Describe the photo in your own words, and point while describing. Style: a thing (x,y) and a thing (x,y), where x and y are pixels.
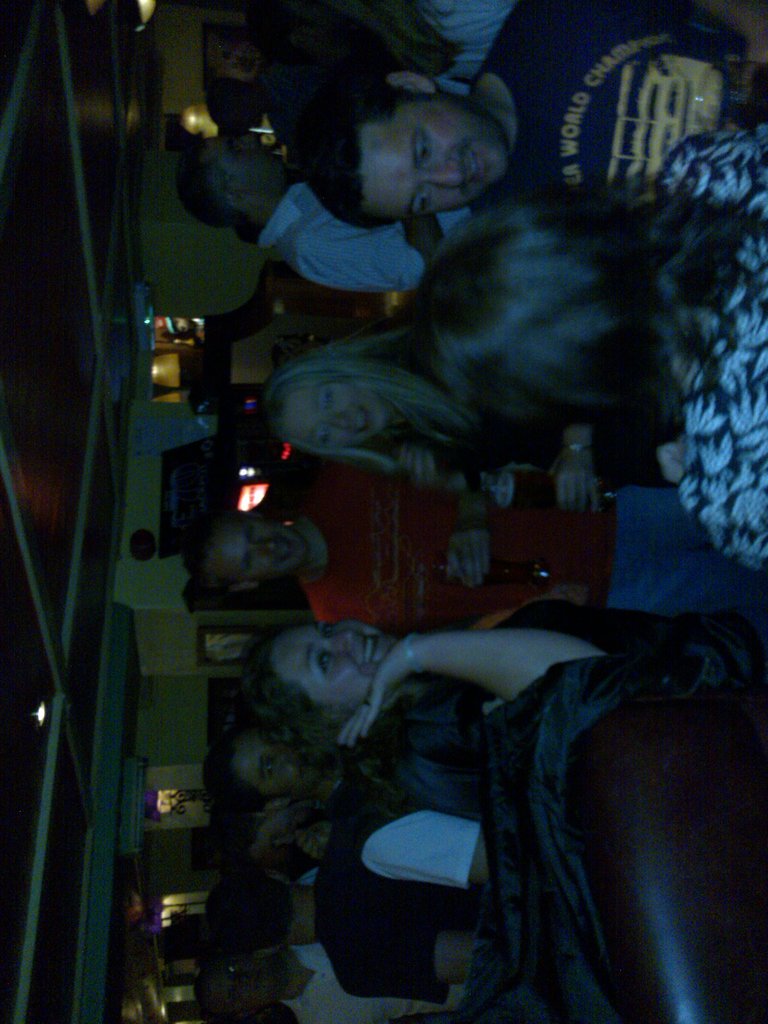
There are people (183,160) and she is holding a glass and this man (304,544) holding a bottle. In the background (166,573) we can see wall (152,601) and lights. At the top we can see light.
